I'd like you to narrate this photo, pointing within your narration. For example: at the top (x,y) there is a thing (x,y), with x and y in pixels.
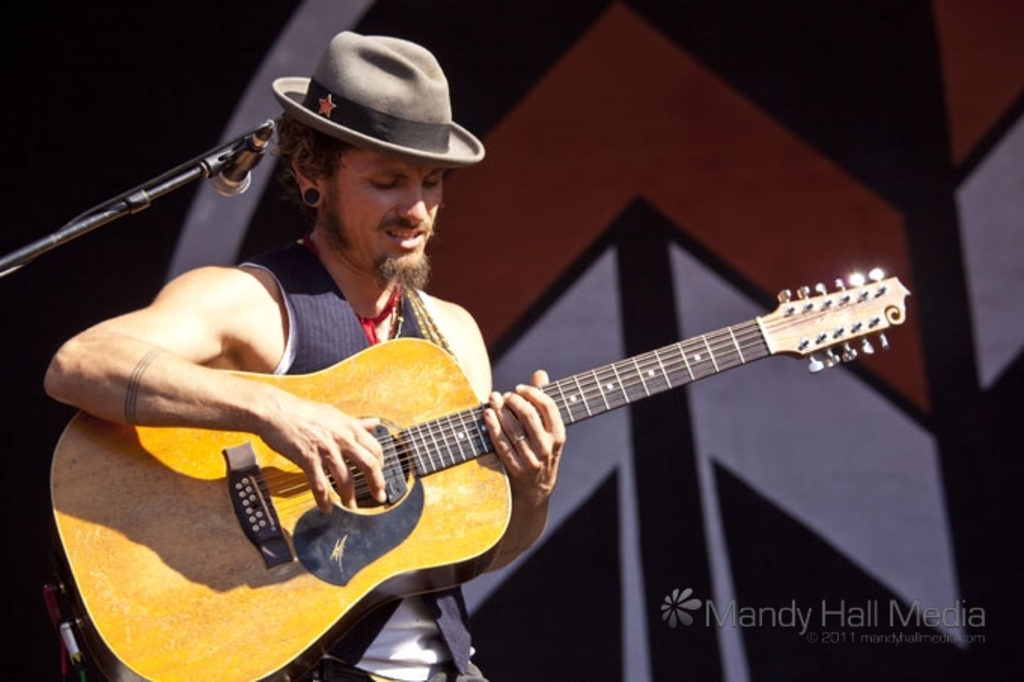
The person (409,82) wearing hat (416,127) is standing and playing guitar (625,386) in front of a mic (249,146).
